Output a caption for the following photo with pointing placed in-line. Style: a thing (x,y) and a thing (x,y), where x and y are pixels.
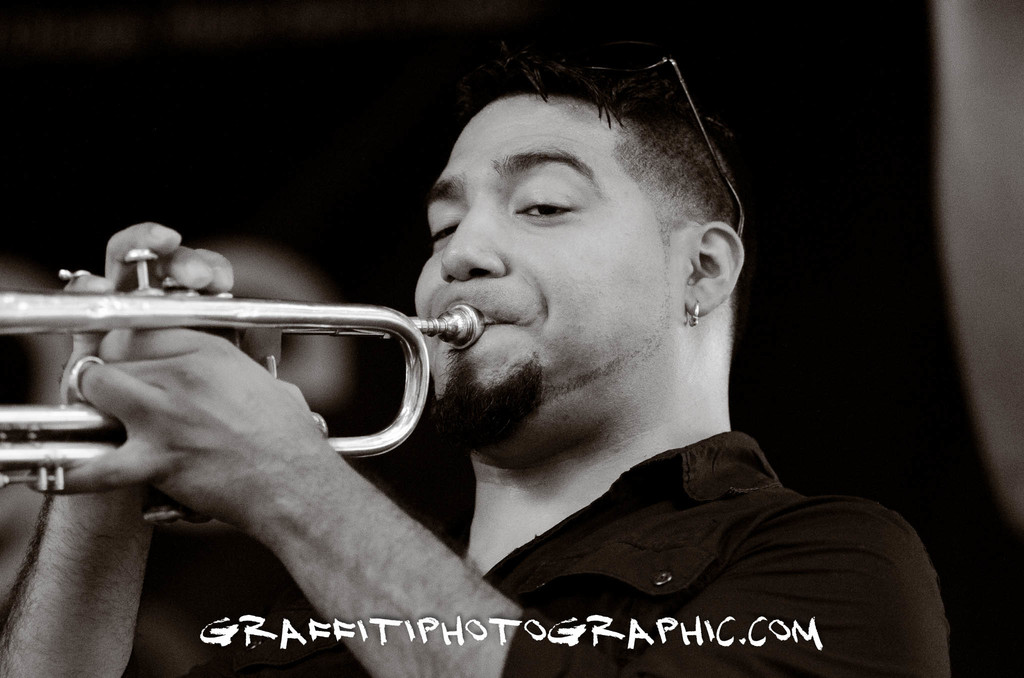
There is a person (804,608) in a shirt (819,611), holding a musical instrument (372,440) with both hands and playing. And the background (132,2) is dark in color.
